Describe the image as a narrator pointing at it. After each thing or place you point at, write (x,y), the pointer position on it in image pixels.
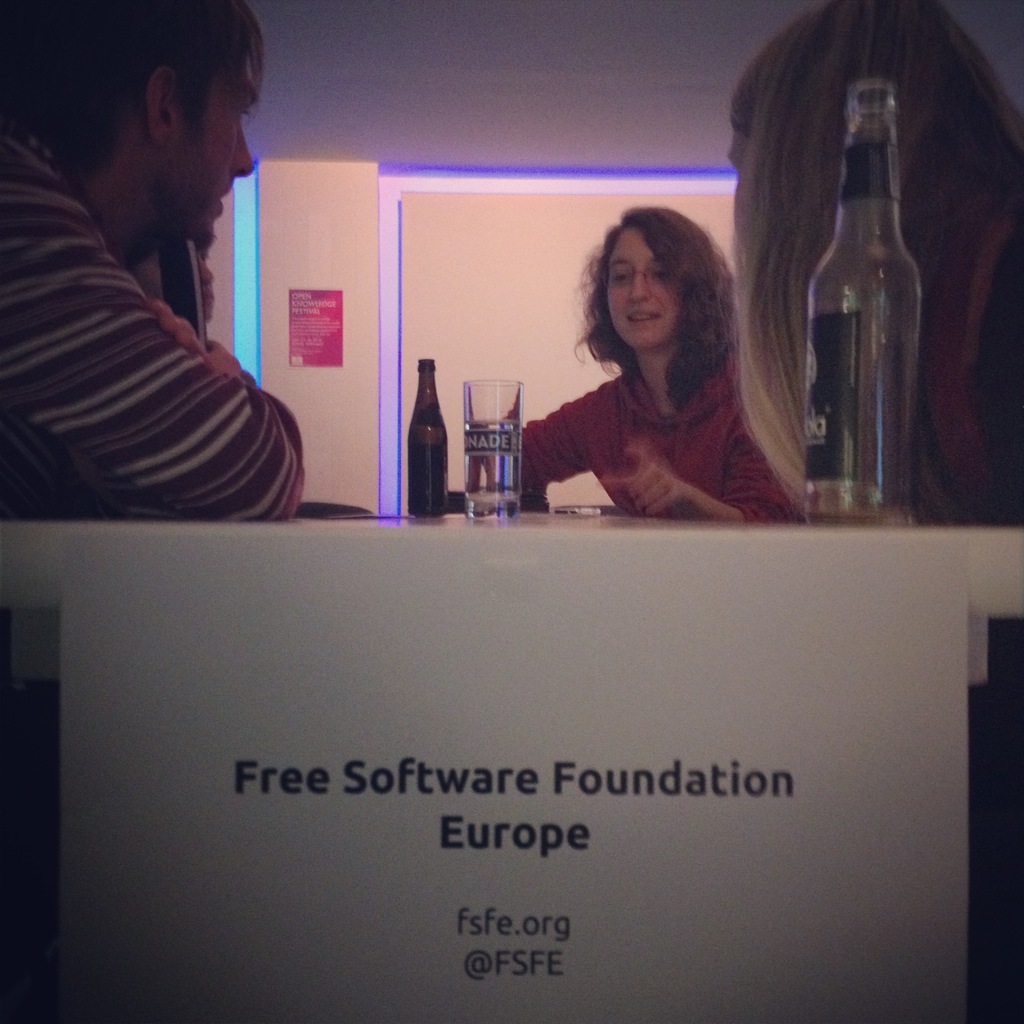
In this picture there are two women (657,360) and men (187,340) sitting on the chair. There is a glass (512,428), bottle (822,412), phone (599,514) on the table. There is a poster (328,320) on the wall (345,361).
